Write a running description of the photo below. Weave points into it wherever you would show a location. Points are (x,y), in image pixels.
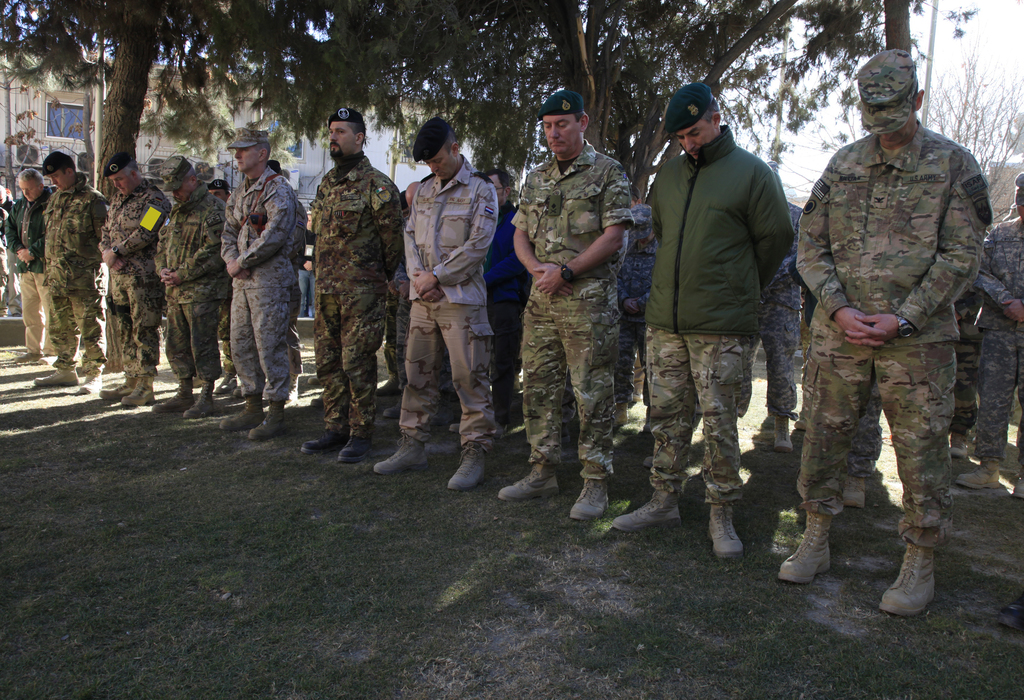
In this image we can see many people (638,314) standing. Some are wearing caps (244,132). In the background (434,88) there are trees (794,70). Also there is a building (13,105) and there is sky (993,18).
